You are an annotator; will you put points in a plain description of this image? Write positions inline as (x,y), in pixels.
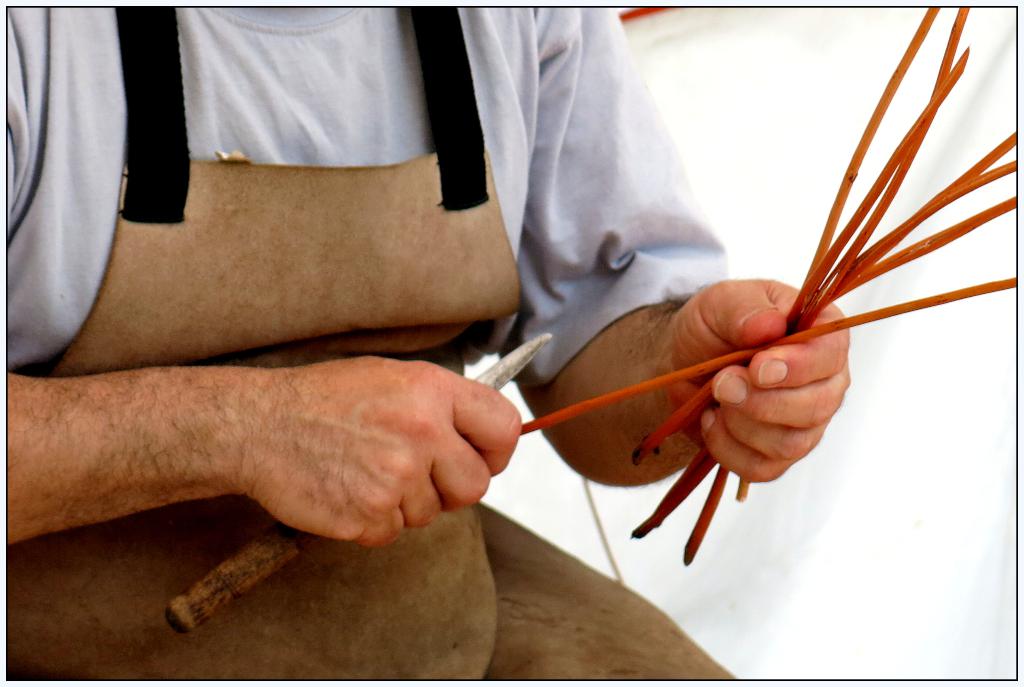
In this image we can see a person (177,416) truncated and the person (356,467) is holding a knife (270,564) and sticks (813,313). The person (371,364) is wearing an apron (370,576).
